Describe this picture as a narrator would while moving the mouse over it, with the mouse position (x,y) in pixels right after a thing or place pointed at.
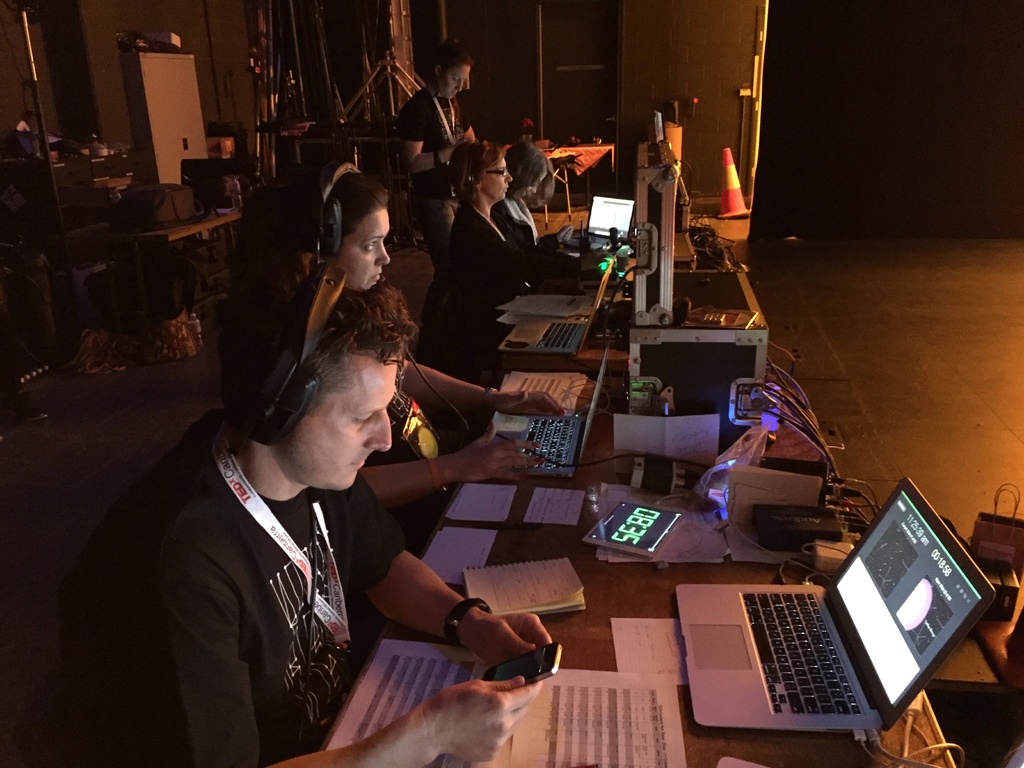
In this image I can see people (239,767) operating laptops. There are papers (641,683), laptops (834,723), digital clock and a traffic cone (724,199) at the back (741,201).
